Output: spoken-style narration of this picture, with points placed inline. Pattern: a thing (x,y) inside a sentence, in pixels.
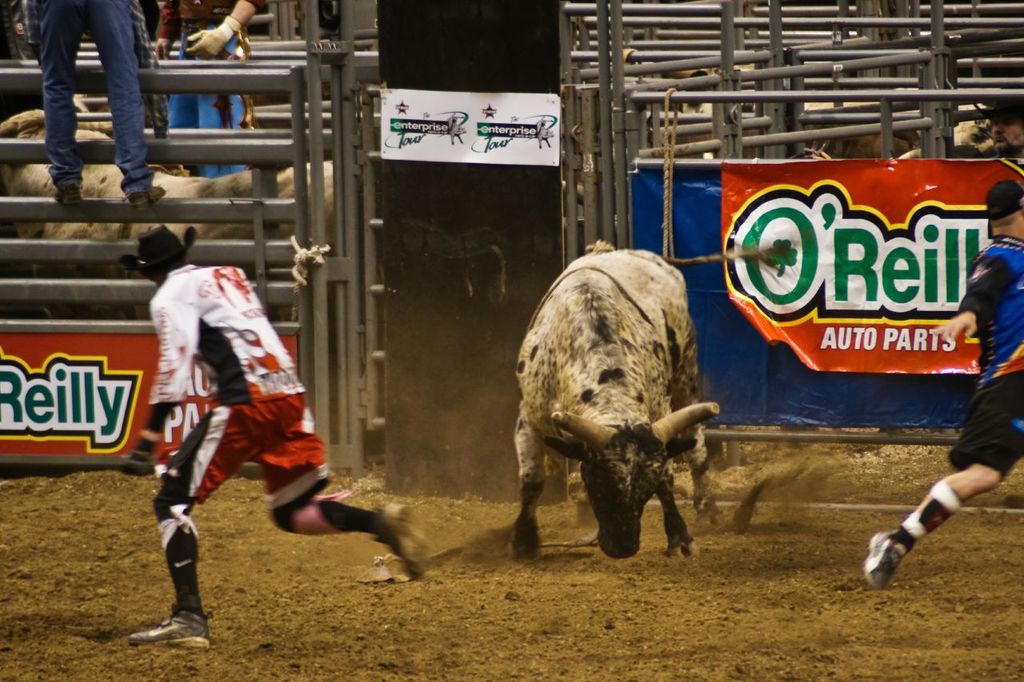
In this picture there is a bull (620,451). Here we can see a man (172,340) who is wearing hat (173,258), white t-shirt (263,356) and shoe (402,521). He is running on the ground (340,552). On the right (889,567) we can see another man (1002,289) who is wearing blue dress (1020,334). On the top left corner (63,194) we can see a person (127,59) who is standing on the metal fencing (175,214). Here we can see banner (838,311) and posters (939,248).
